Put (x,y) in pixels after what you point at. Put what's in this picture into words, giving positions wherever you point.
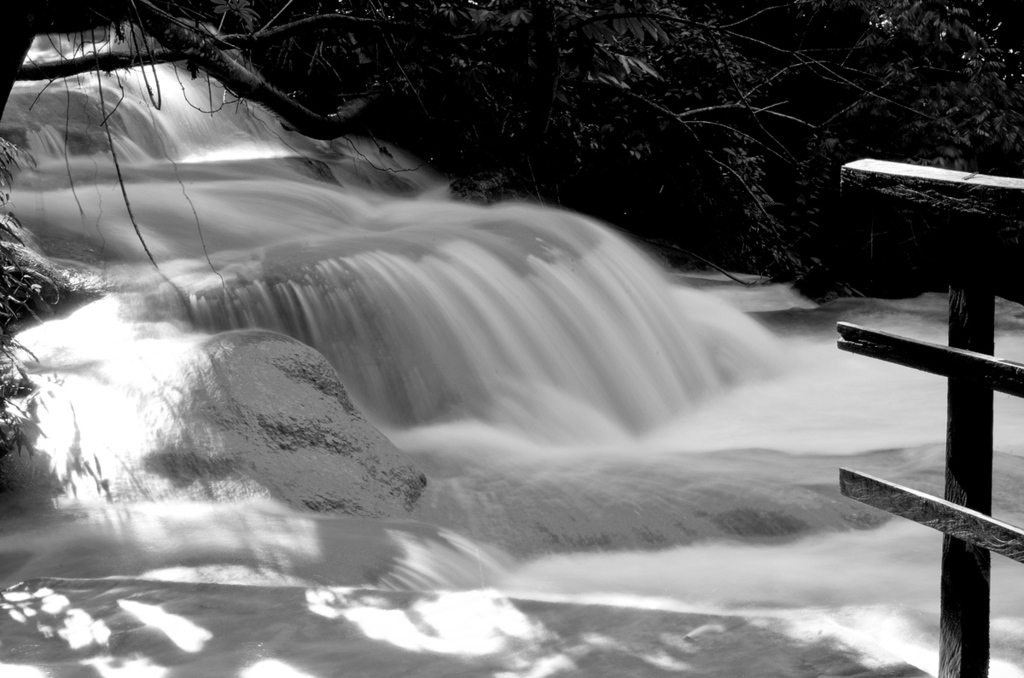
In the picture I can see water (406,290) flowing and there is a fence (990,403) in the right corner (1008,370) and there are trees (695,101) in the background (654,110).
